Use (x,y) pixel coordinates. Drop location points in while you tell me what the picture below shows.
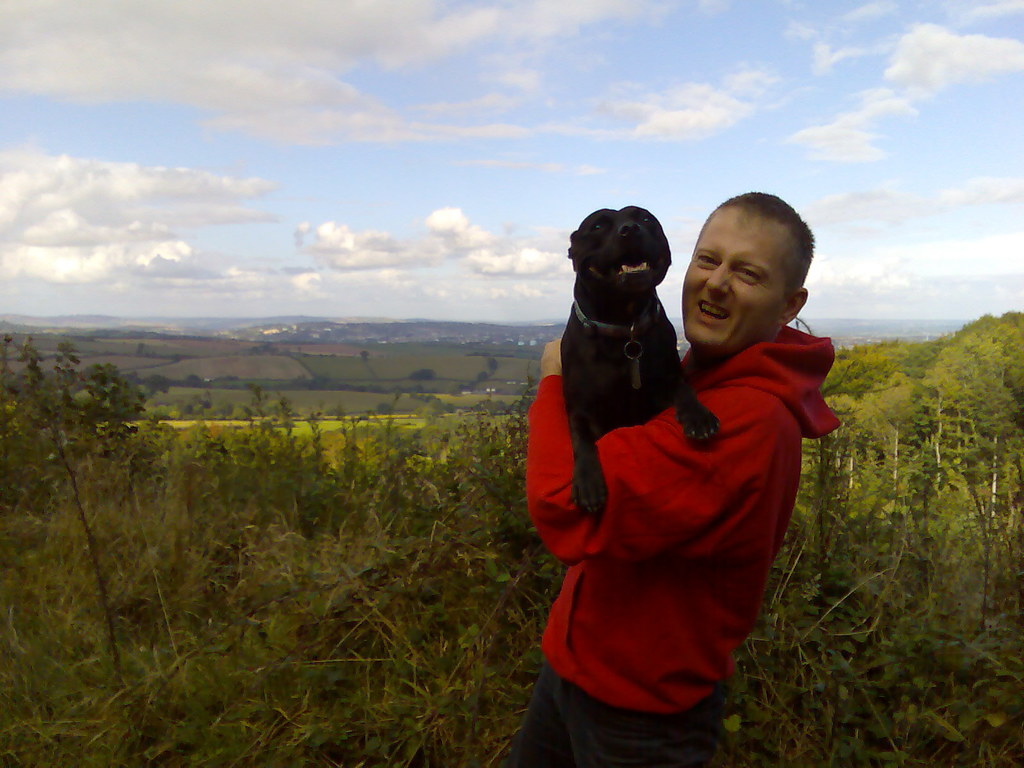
In this picture i could see a person (661,503) holding a black color dog (610,332). Person (655,424) is wearing red color cardigan (700,521) and a black color pant (642,721) in the back ground (322,453) i could see green color trees (394,486) and blue cloudy sky (537,108).
